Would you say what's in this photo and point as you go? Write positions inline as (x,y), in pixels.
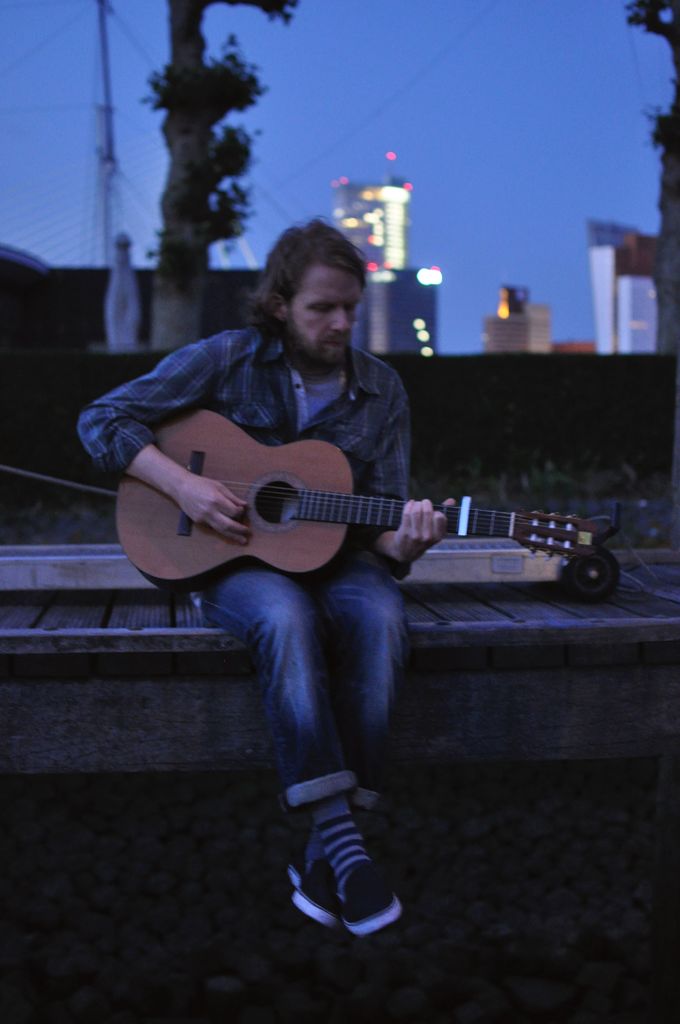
This picture is taken outside a city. In the center (357,662) of the image there is a man (358,611) sitting and playing guitar (259,472). In the background (393,332) there are buildings (418,332). On the top right (663,327) there is tree (663,297). In the background (175,273) on the top left (186,138) there is another tree (178,283). Sky (296,118) is clear This man (350,565) is sitting on a wooden ledge (548,619). In the center of the image (449,480) there are plants (47,498).
